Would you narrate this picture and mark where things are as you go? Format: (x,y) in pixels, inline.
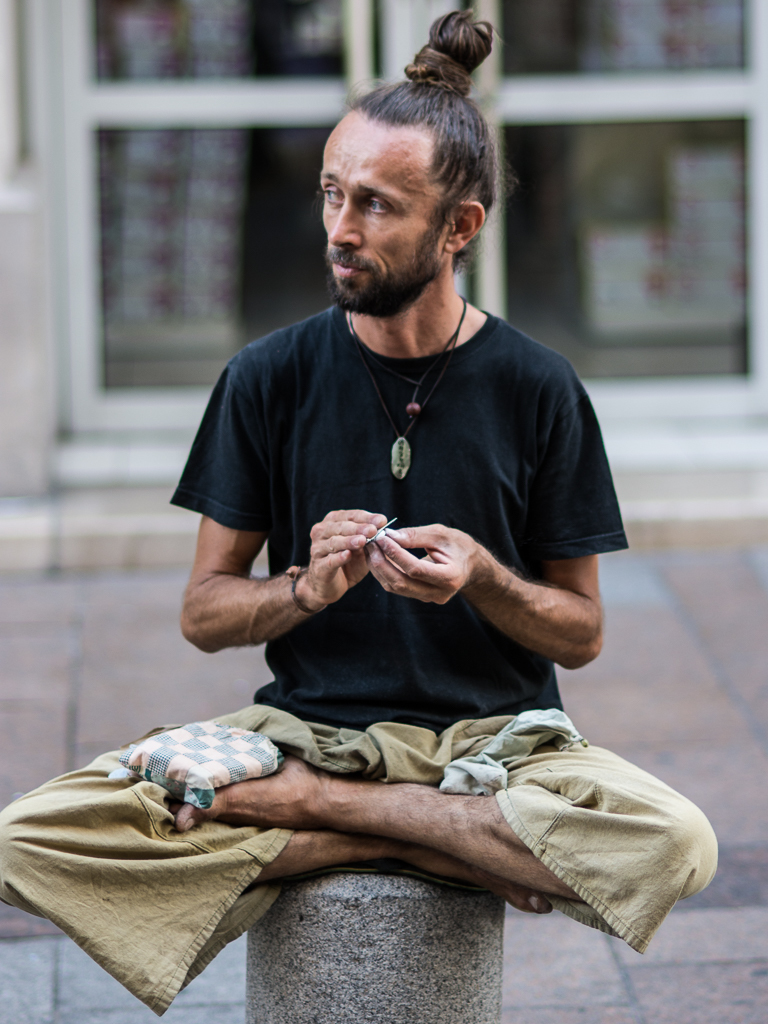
In the image there is a man (429,609) sitting on a cement pillar (293,964).
